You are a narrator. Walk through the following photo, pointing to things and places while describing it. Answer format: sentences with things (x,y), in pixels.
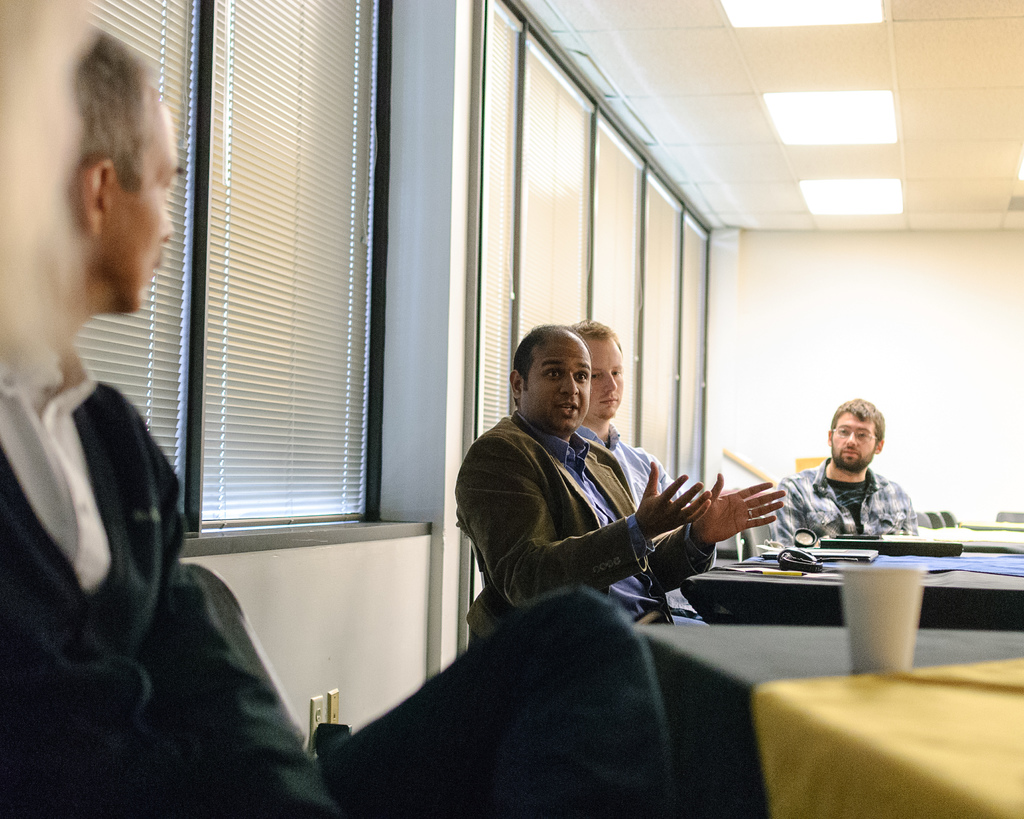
In this picture I can see some people (596,615) are sitting in front of the tables (889,678) on which I can see few objects (851,645) are placed and lights (824,137) to the roof (708,104), windows (352,367) to the wall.
